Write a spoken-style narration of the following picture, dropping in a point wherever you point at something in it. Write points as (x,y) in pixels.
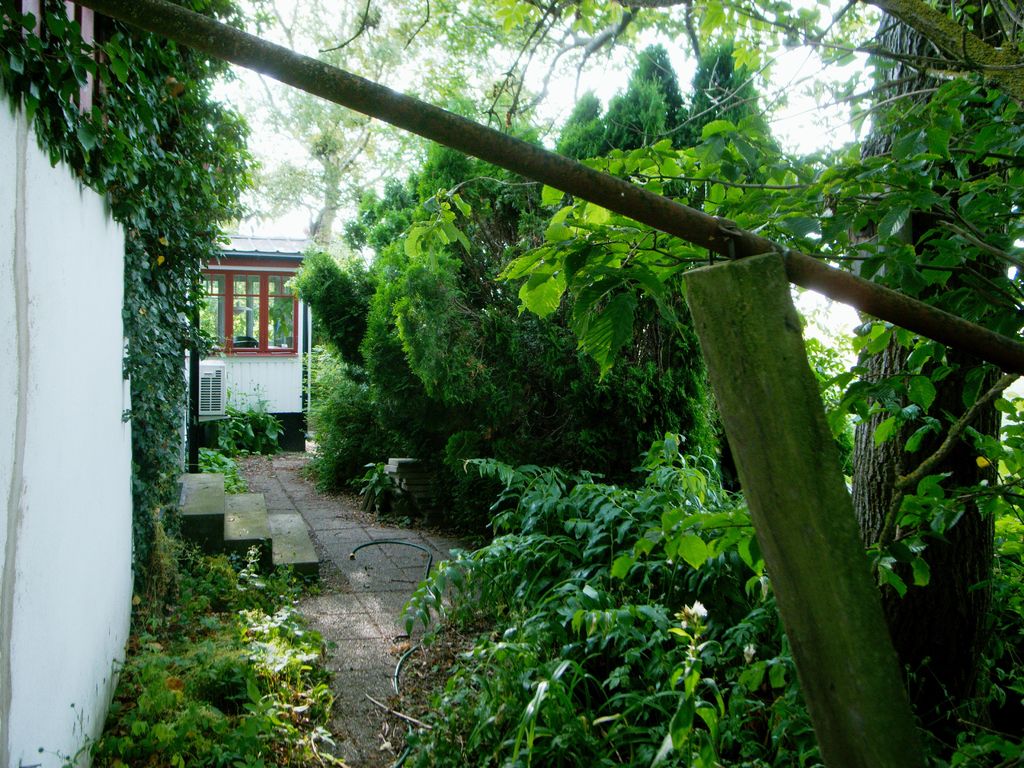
In this image I can see number of plants (173,531), number of trees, few buildings (285,368) and in the centre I can see stairs (281,525). In the front (808,266) I can see few poles (825,281).
